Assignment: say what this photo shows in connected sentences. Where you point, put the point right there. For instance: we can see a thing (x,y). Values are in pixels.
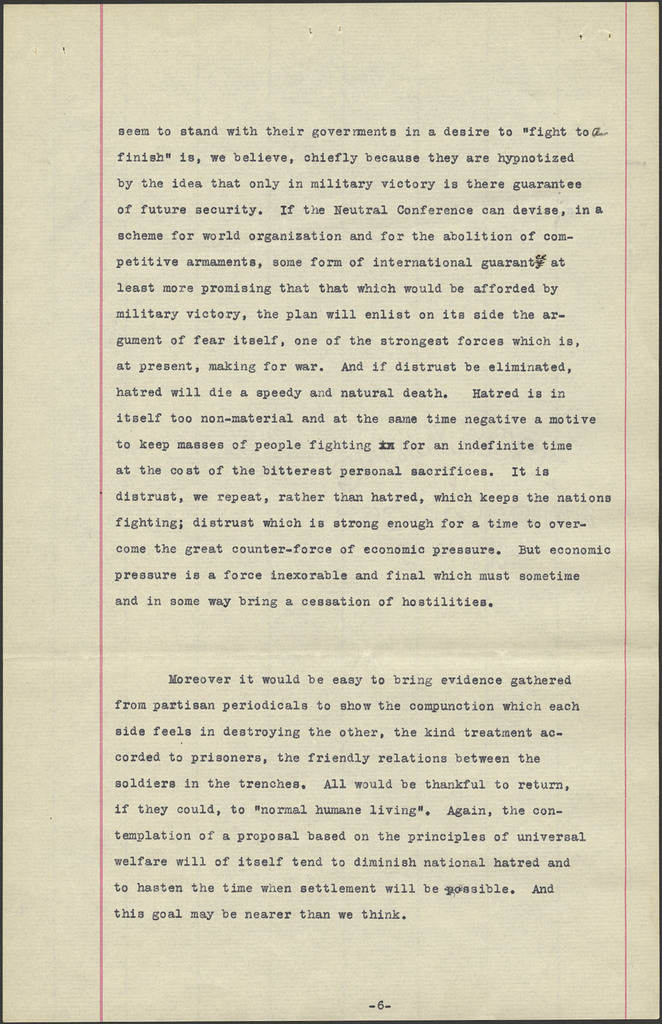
In this picture we can see a paper (427,339). In the center (221,360) we can see something is written. On the bottom (370,1009) there is a page number (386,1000).
